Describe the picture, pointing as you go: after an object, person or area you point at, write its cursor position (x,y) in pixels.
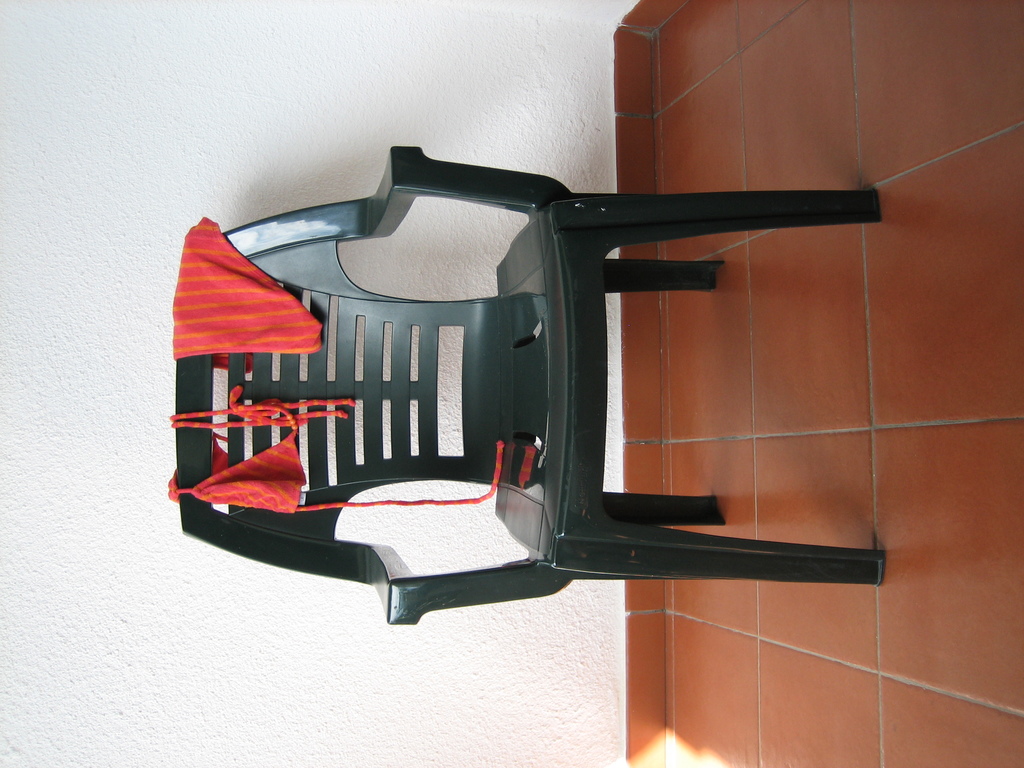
In this image we can see a chair (552,323) on the tile surface (847,482). We can also see the bikini (213,348) on the chair (249,383). In the background (146,378) there is a plain wall (316,698).
